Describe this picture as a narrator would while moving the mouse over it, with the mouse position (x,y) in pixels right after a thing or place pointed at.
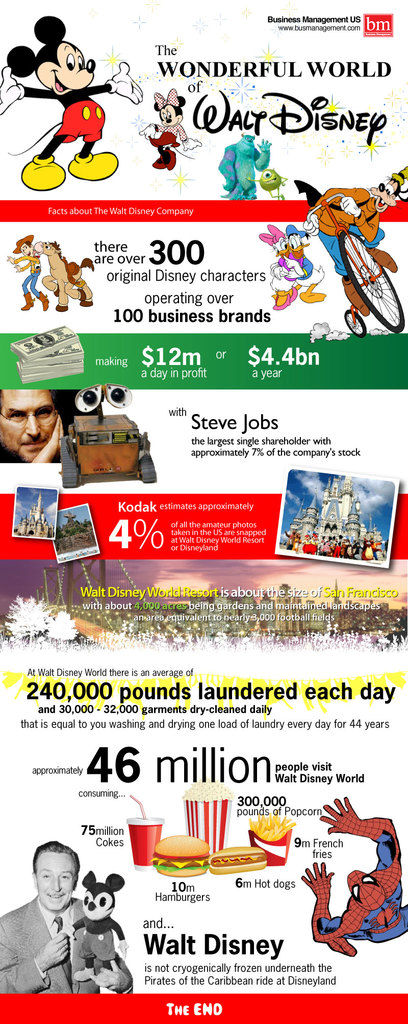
This image looks like a poster. This looks like an advertisement. There are so many animated series images (27,72) in this. There is a person's image (74,896) at the bottom (41,906).
